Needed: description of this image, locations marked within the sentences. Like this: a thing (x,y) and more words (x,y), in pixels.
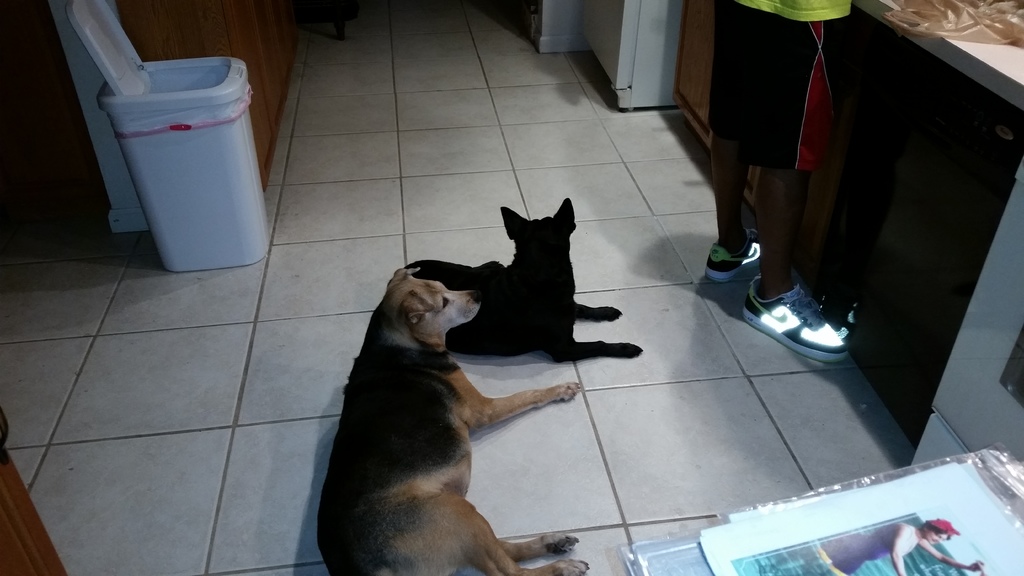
In this picture we can see couple of dogs (512,342) are laying on the floor (372,225), beside to the dogs (392,411) we can find a person (788,214) is standing in front of the counter top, behind to the person (766,215) we can see a dustbin (158,143) and few papers (800,536).
